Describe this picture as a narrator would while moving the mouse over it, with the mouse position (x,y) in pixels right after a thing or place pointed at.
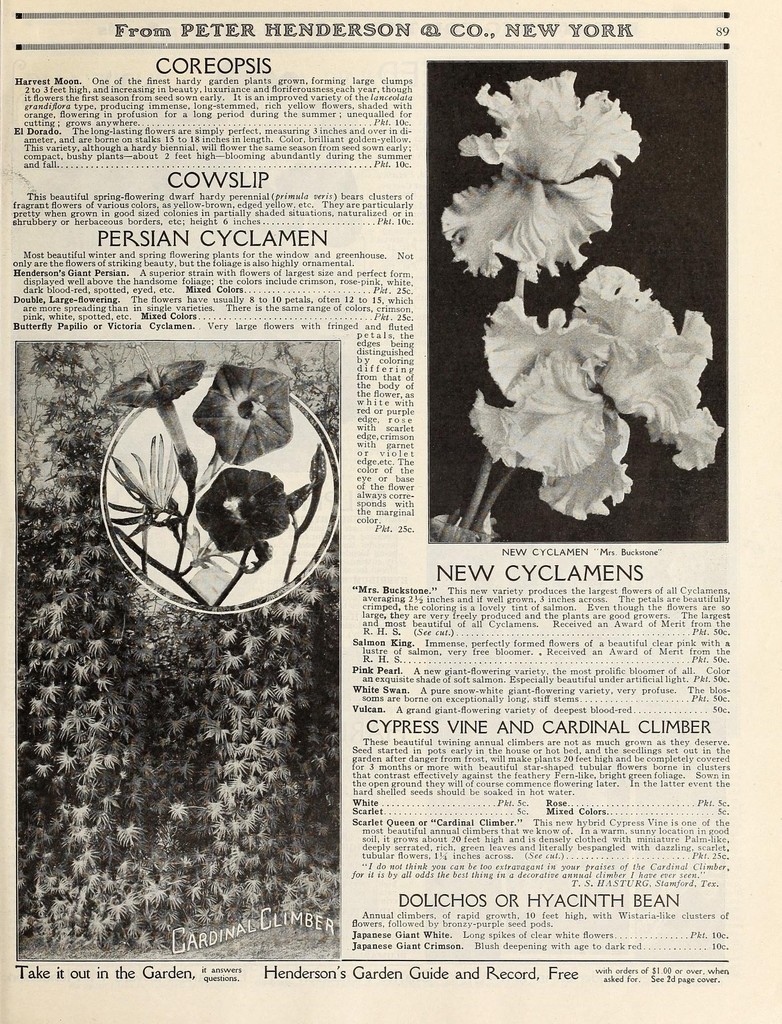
In the image I can see a poster (221,497) in which there are some pictures (228,448) of flowers (591,103) and something written on it.
